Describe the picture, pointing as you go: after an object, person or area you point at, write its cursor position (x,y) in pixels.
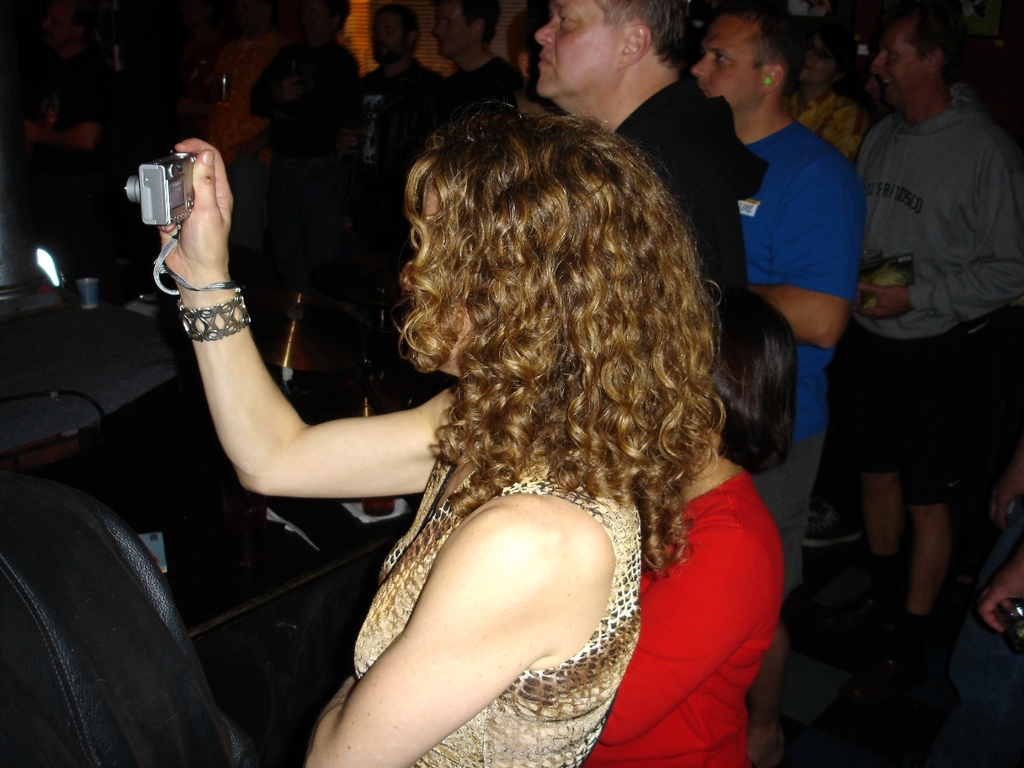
In this image I can see number of people (879,474) are standing, here I can see a woman (217,151) is holding a camera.
